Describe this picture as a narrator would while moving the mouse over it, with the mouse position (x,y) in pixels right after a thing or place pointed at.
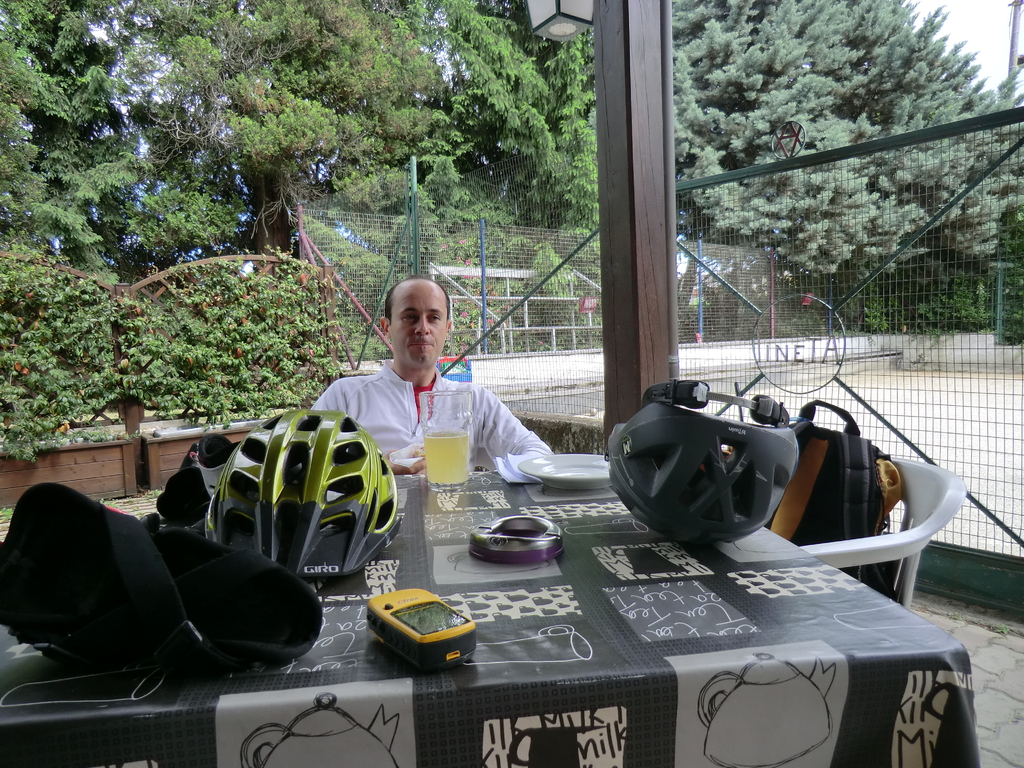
In this picture we can see two helmets (775,457) and other things (223,557) kept on the table (712,605) with a person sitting on the chair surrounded by trees (945,170) and fencing (773,261).
